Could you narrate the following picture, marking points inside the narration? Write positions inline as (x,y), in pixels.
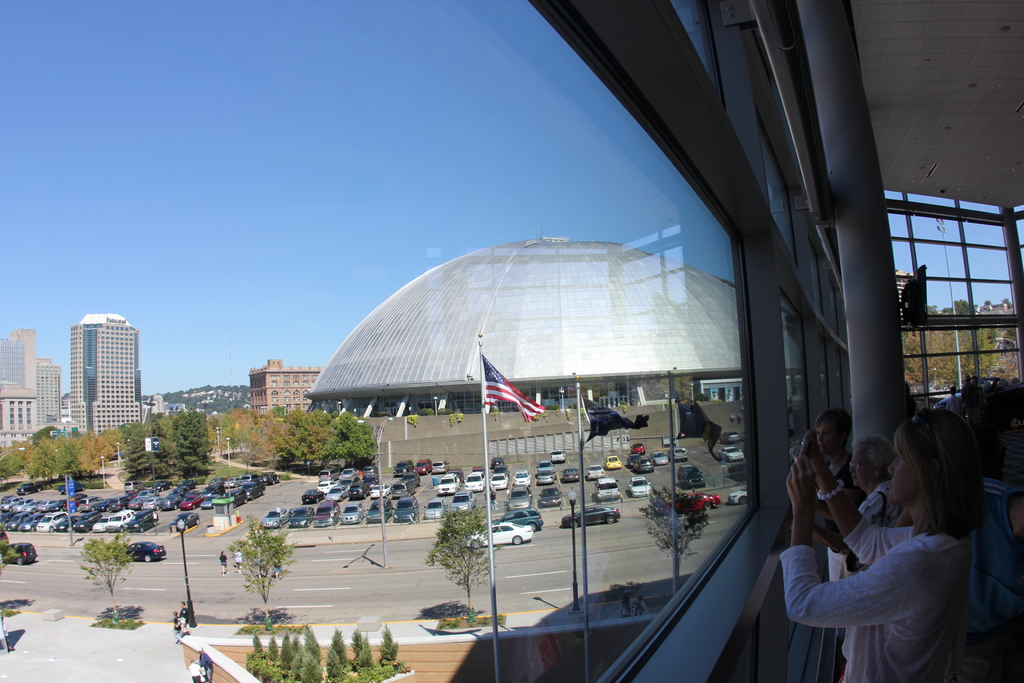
In this image I can see a building (453,285), in front of building (307,394) I can see trees (353,424), vehicles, there is a road (416,581), on which I can see persons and vehicles (517,534), trees (465,532) in the middle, at the bottom (390,659) I can see persons (210,656) and trees (294,659) and on the right side (928,85) I can see building (953,85) inside the building (953,85) I can see few persons (892,456) and a woman (848,517) holding camera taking the picture, at the top (217,164) I can see the sky (321,143).
